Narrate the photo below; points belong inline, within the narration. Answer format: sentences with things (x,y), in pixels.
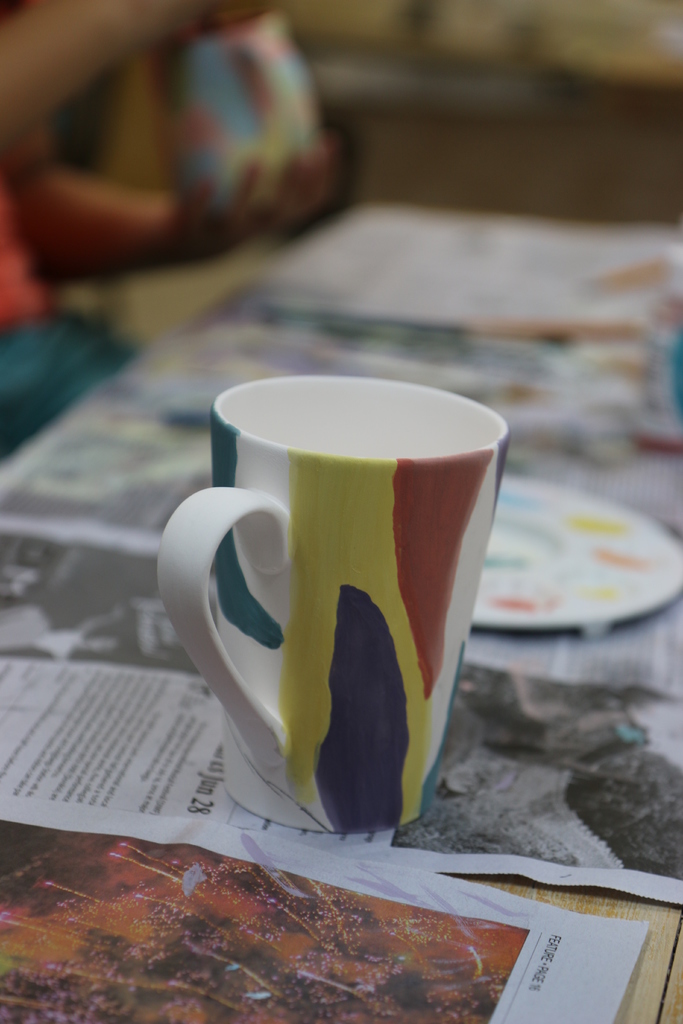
A mug (329,517) is placed on a sheet of newspaper (461,816) which is on a table (670,944).
